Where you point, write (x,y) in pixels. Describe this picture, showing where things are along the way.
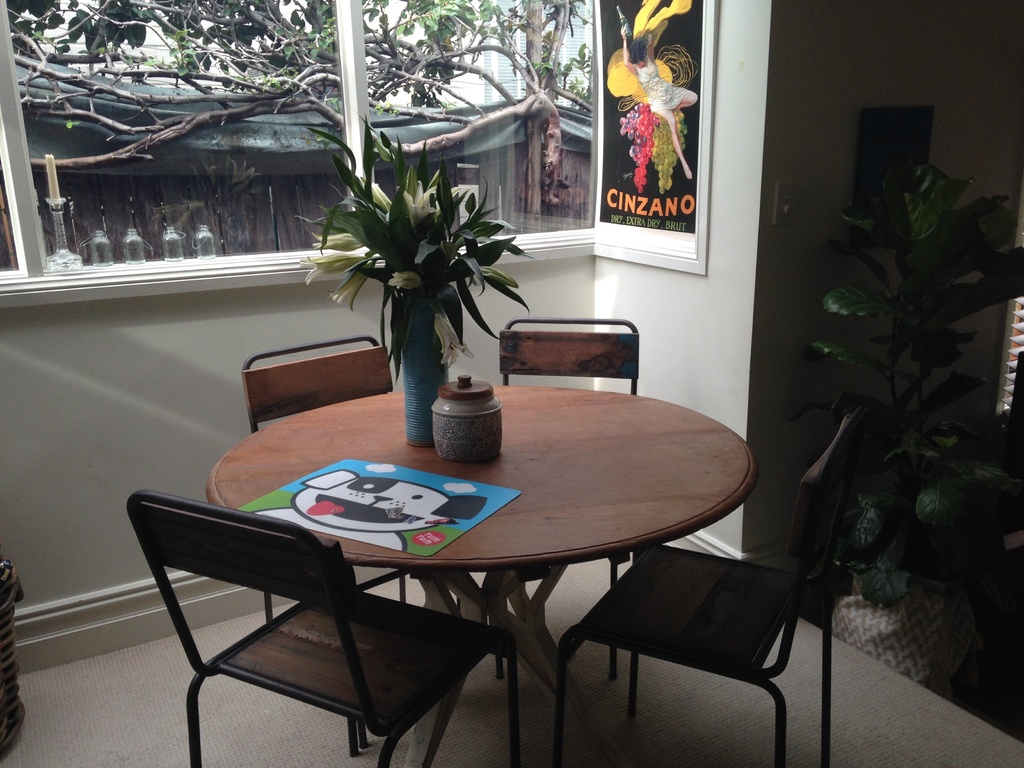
In this picture we can see a table (476,467) and on table (489,555) we have paper (344,516) with a dog paint (407,509) on it, vase (419,375) with flowers (434,283) in it, jar (470,401) and aside to this table (632,438) we have four chairs (237,517) and from window (478,82) we can see trees (214,102), candle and in the background (646,56) we can see wall (659,356) with frame (687,125), plant (823,344).
